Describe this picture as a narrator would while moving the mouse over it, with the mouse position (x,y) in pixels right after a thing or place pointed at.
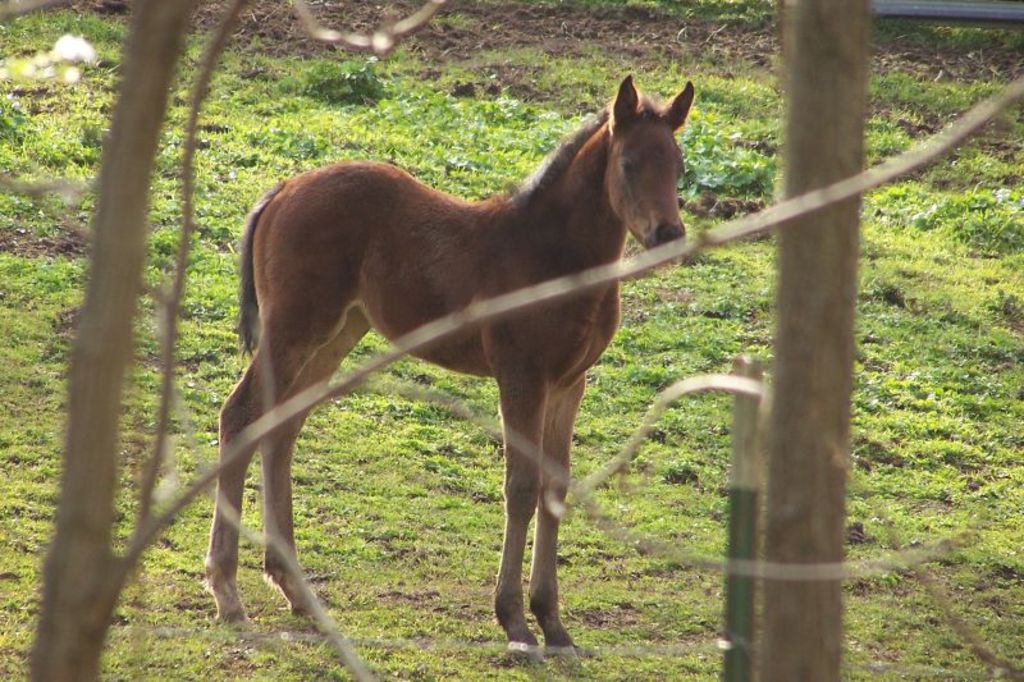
As we can see in the image there is grass (164,142) and brown color horse (494,261).
